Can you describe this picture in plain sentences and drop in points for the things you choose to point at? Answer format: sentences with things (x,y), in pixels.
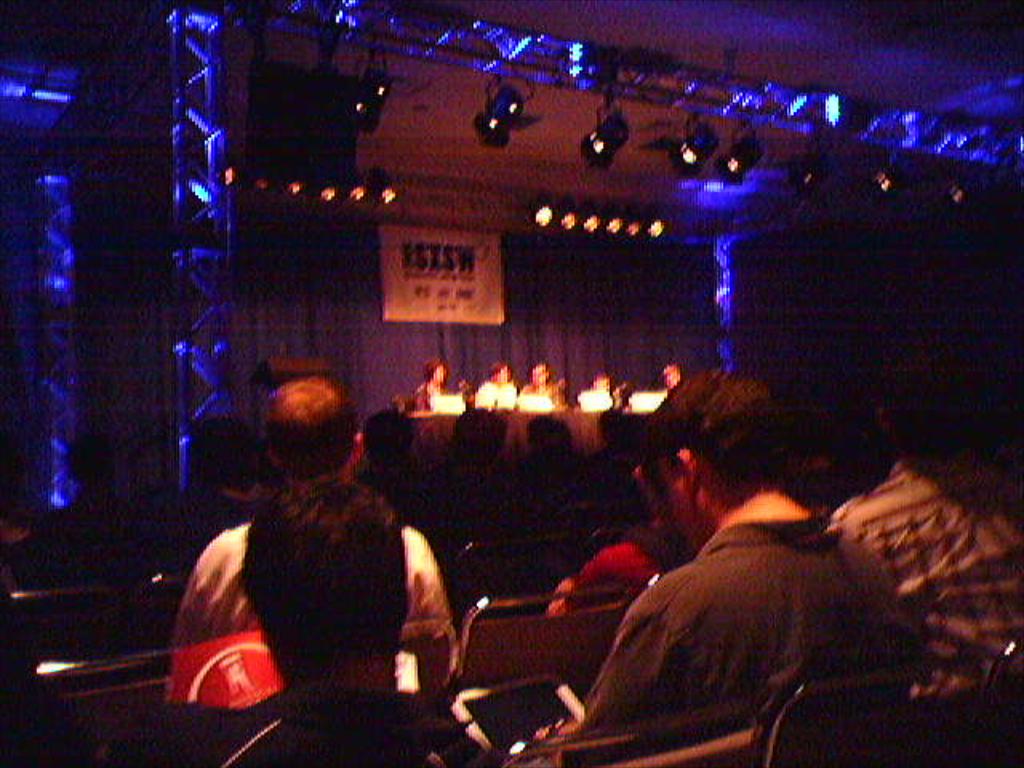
I see this image is blurred and I see number of people (477,424) in which all of them are sitting on chairs (524,567) and I see the lights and I see that it is dark over here and I see something is written over here.
